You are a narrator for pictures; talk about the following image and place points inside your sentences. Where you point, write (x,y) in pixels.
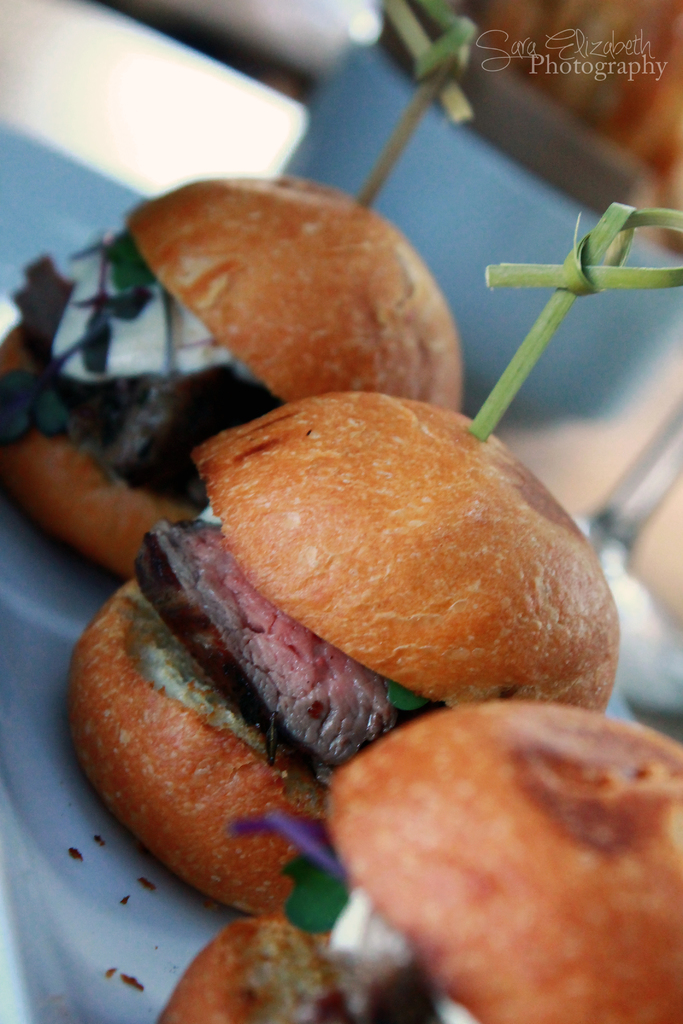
This picture shows sandwiches (317,432) in the tray (43,1005) and we see a watermark (519,34) on the top right corner of the picture (637,54).
